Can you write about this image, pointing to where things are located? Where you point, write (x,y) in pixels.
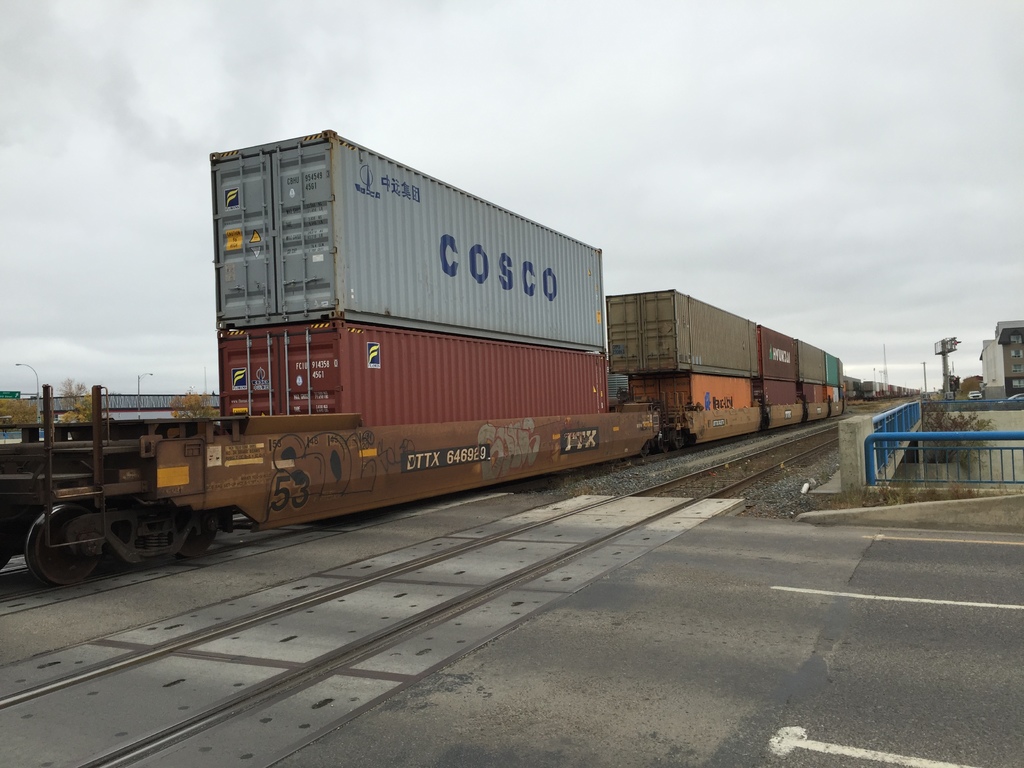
In this image we can see a road (839,680), railway track (396,573) and a goods train (302,509) on another railway track (334,531). On the goods train (340,374) there are containers (648,359). On the right side (890,416) there are railings (903,423). Also there is a building (994,352). In the background (609,104) there is sky (470,70).
